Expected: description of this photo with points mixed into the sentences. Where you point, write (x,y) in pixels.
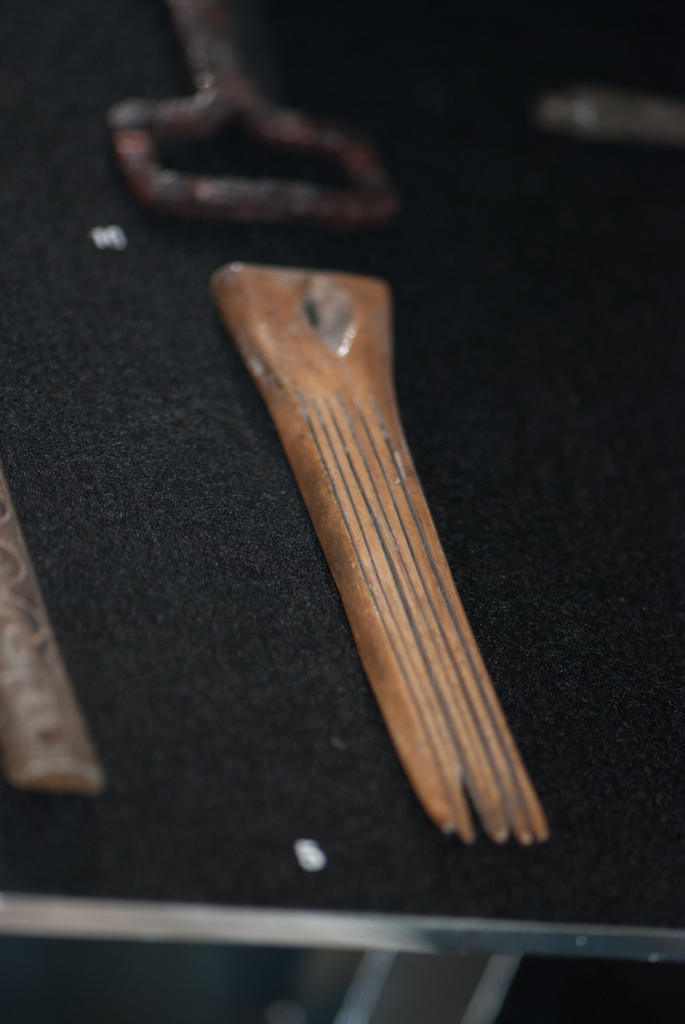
In this picture I can see the wooden object (409,674) on the table (311,664). I can see metal objects (304,136).
